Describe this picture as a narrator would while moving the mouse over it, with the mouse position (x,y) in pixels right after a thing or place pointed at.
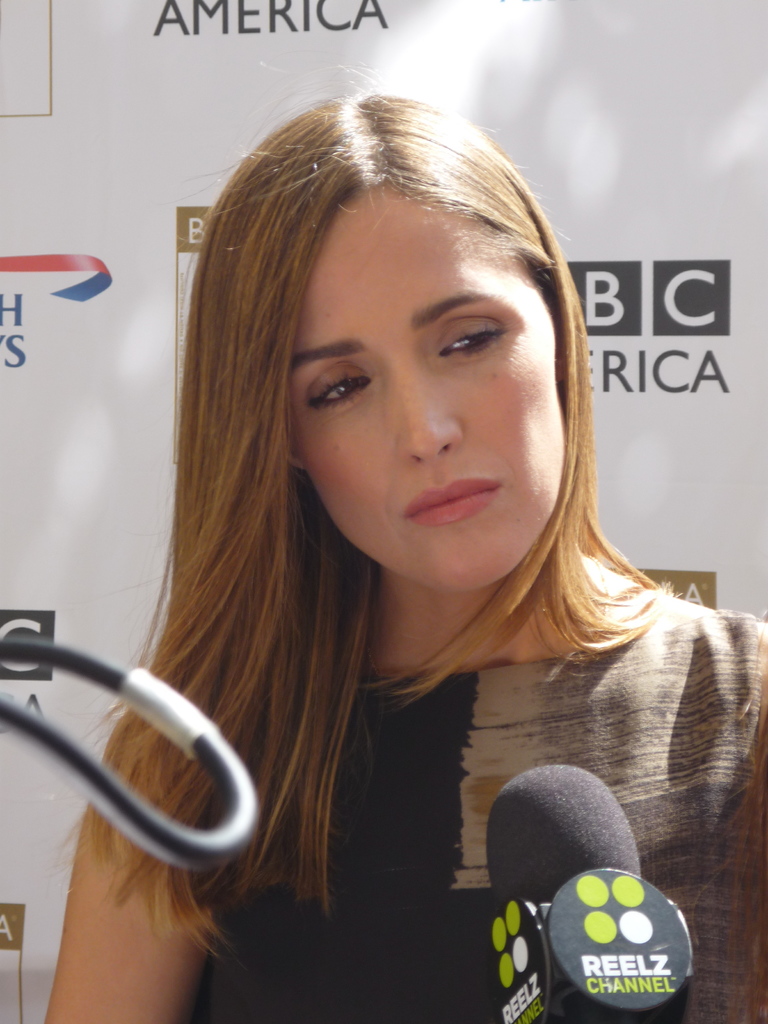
In this picture there is a girl (325,463) in the center of the image (508,357), with a mic (610,992) in front of her and there is a wire (144,814) on the left side of the image (150,675), there is a flex (2,497) in the background area of the image (2,497).
